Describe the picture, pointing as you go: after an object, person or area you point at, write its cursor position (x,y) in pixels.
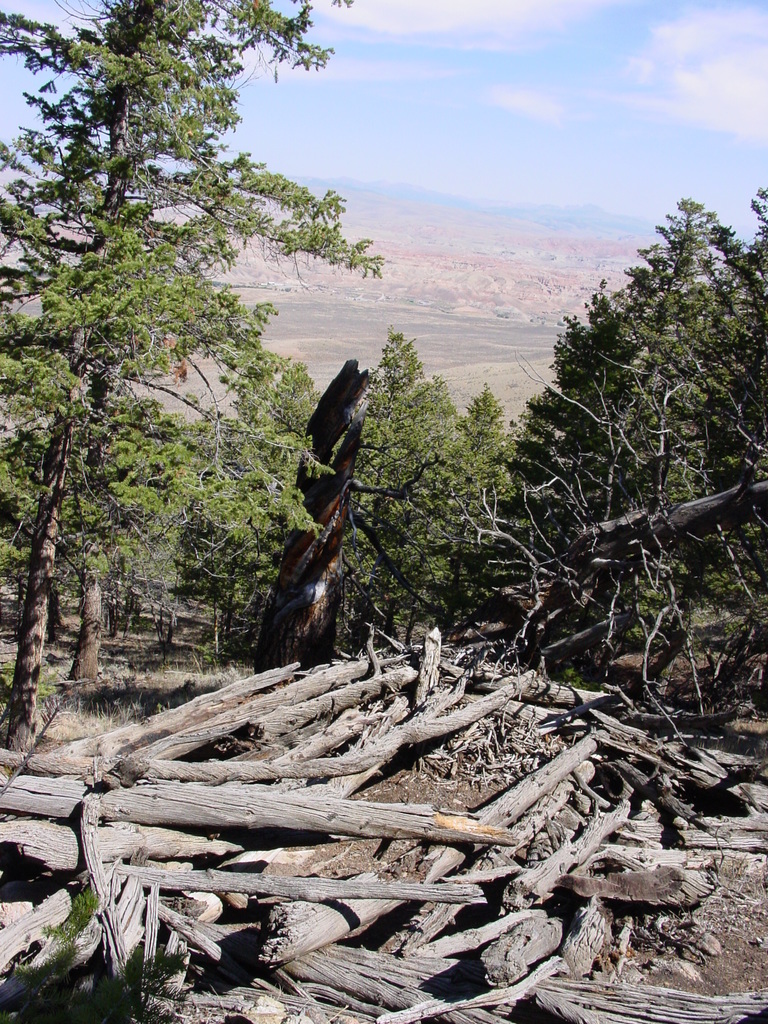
This image is taken outdoors. At the top of the image (363,102) there is the sky (561,66) with clouds (698,117). In the background (518,273) there are a few hills (447,244) and there is a ground (378,330). In the middle of the image (285,400) there are many trees (135,469) with leaves (396,454), stems (323,502) and branches (453,493) and there are many barks (209,851) on the ground (713,975).
